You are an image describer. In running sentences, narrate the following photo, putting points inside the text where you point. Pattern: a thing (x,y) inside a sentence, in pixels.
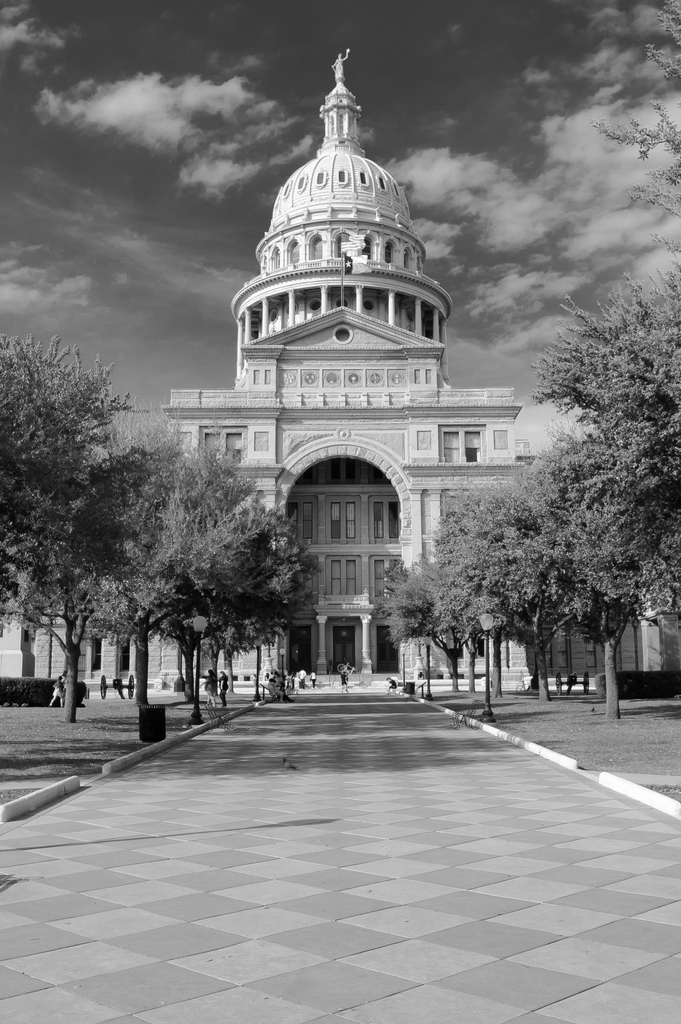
This is a black and white picture. At the bottom of the picture (319,833), we see the road (362,891). On either side of the road (409,888), we see the trees (141,671). In the middle of the picture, we see people (393,691) are walking. Beside them, we see a building (321,456) in white color. In the background (165,268), we see the sky (184,235) and the clouds (594,235).
